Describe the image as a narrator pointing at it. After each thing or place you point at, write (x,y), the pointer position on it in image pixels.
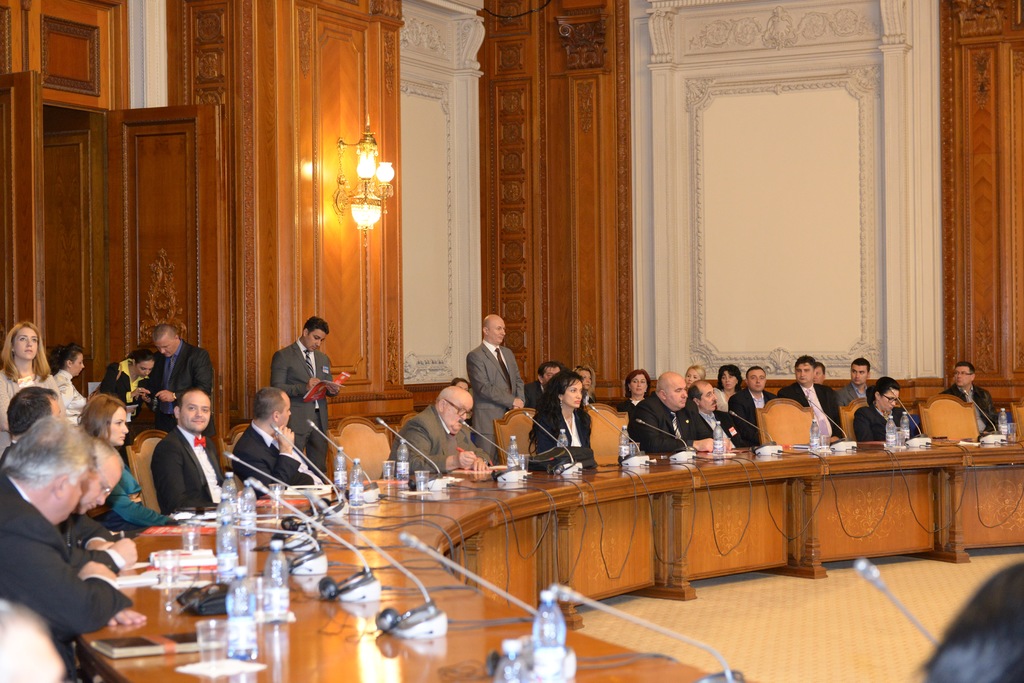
In this image I can see a group of people (16,668) sitting on the chair (345,441). On the table (354,602) there is bottle (278,609), mic (347,455), glass (217,646) and a book (115,650). At the background (382,168) there is a light (367,219).
